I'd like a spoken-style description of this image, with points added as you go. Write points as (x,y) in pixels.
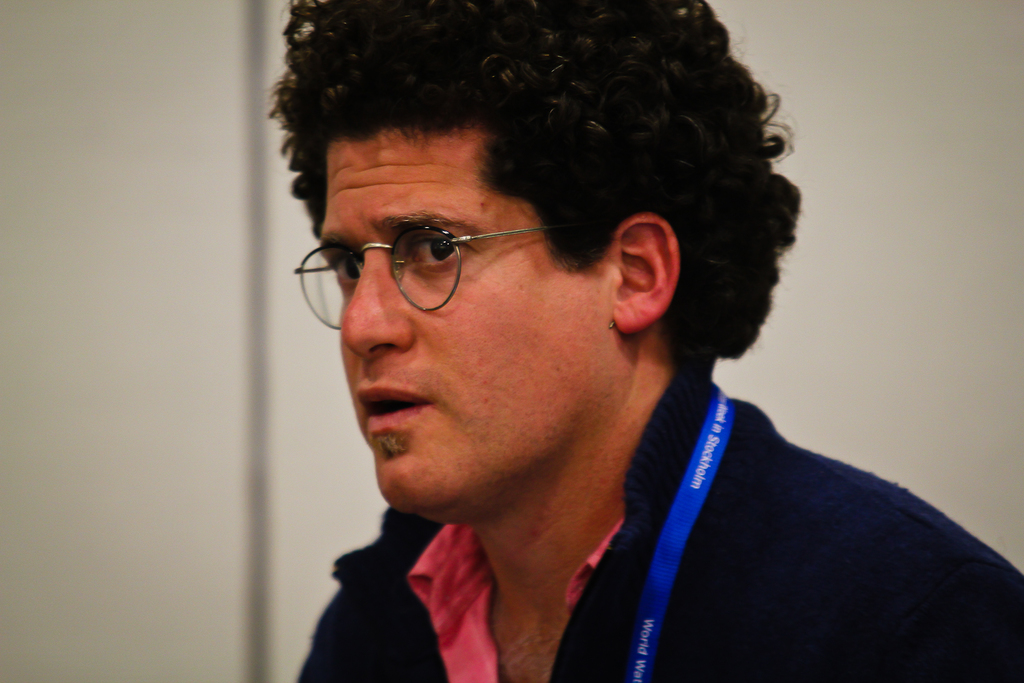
In the image we can see a man (782,470) wearing clothes (796,553), identity card (696,505) and spectacles (433,296). The background (1001,282) is white in color.
